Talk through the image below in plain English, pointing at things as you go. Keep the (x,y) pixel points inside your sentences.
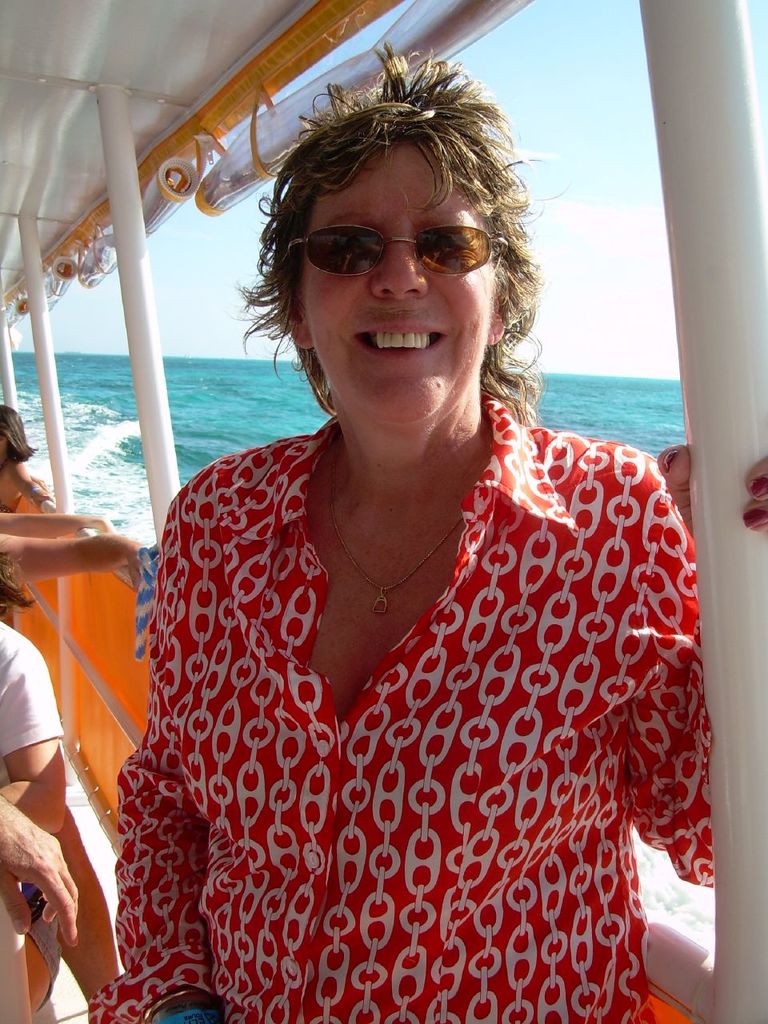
In this image, we can see a woman (232,782) and there are some people (65,799) in the boat (173,473), we can see water (246,438), at the top (513,65) there is a sky (267,353).
